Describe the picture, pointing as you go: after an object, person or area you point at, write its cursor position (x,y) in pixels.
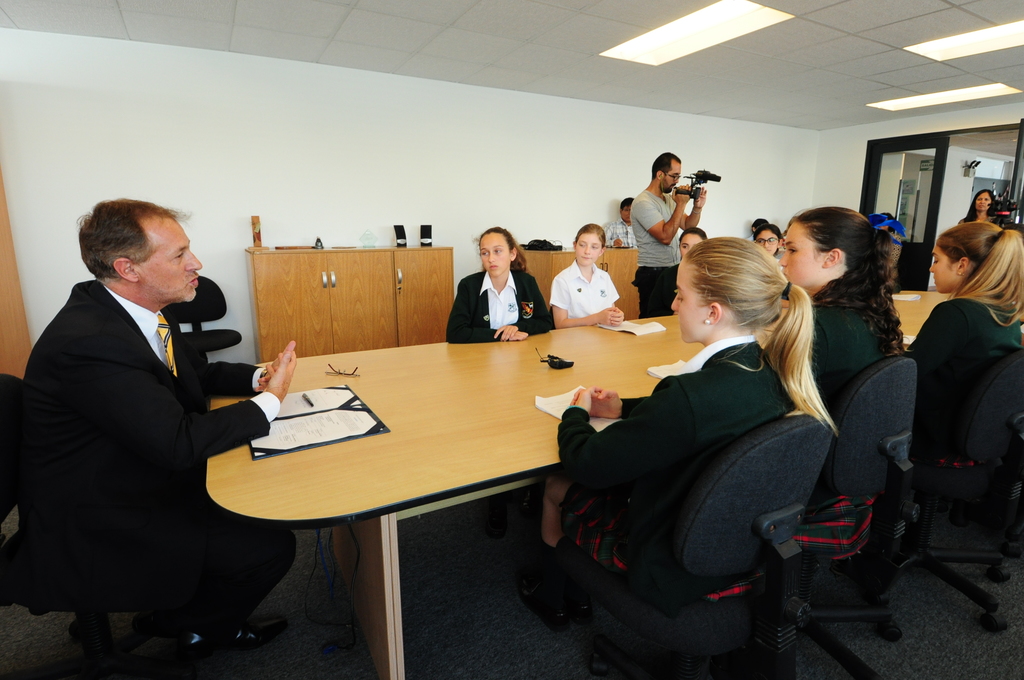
On the background (562,159) we can see wall (470,234), cupboards (425,255), speakers (402,229) and bottle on it. This is a ceiling (741,39) and lights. Here we can see a door (905,178). Here we can see a man (662,202) standing and recording through a camcorder (712,177). Here we can see persons (679,271) sitting on chairs (804,487) in front of a table (602,329). This man (134,376) is talking and on the table (296,465) we can see book (335,432), pen (308,397), spectacles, papers (347,393). This is a floor (1008,603).
